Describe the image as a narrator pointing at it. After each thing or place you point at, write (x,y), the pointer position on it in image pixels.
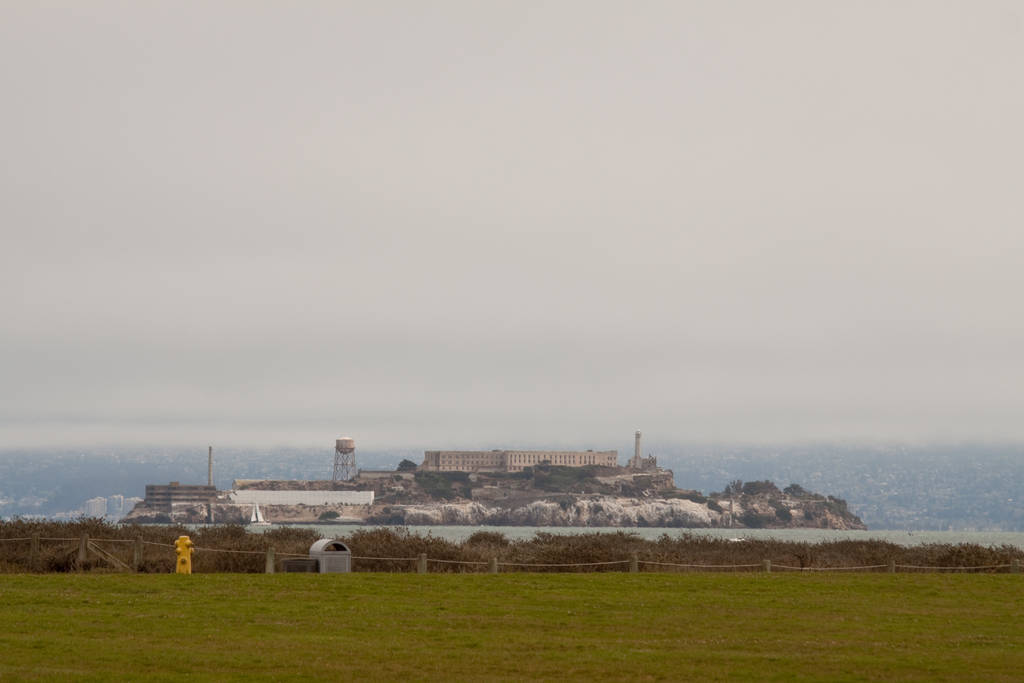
At the bottom of the image (379,618) there is grass (693,625). In the center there is fence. In the background (912,560) there are buildings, bushes (552,547) and sky (354,312).
